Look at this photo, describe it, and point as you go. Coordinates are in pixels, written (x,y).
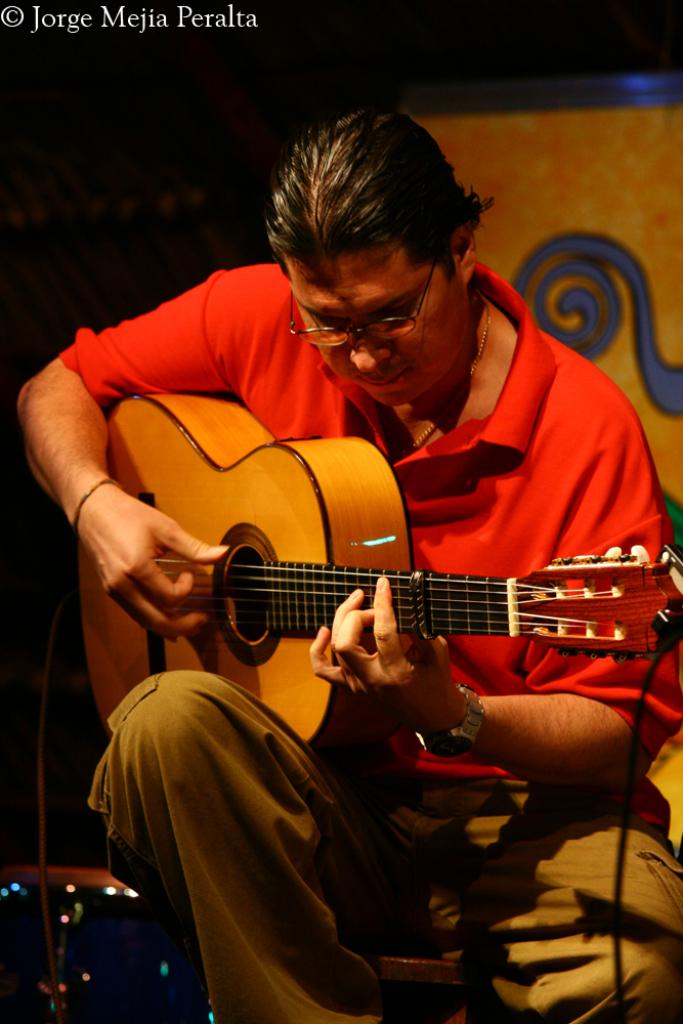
In the image there is a man (482,527) sitting on chair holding a guitar (219,628) and playing it. In background (543,214) there is a yellow color hoarding (617,169).
